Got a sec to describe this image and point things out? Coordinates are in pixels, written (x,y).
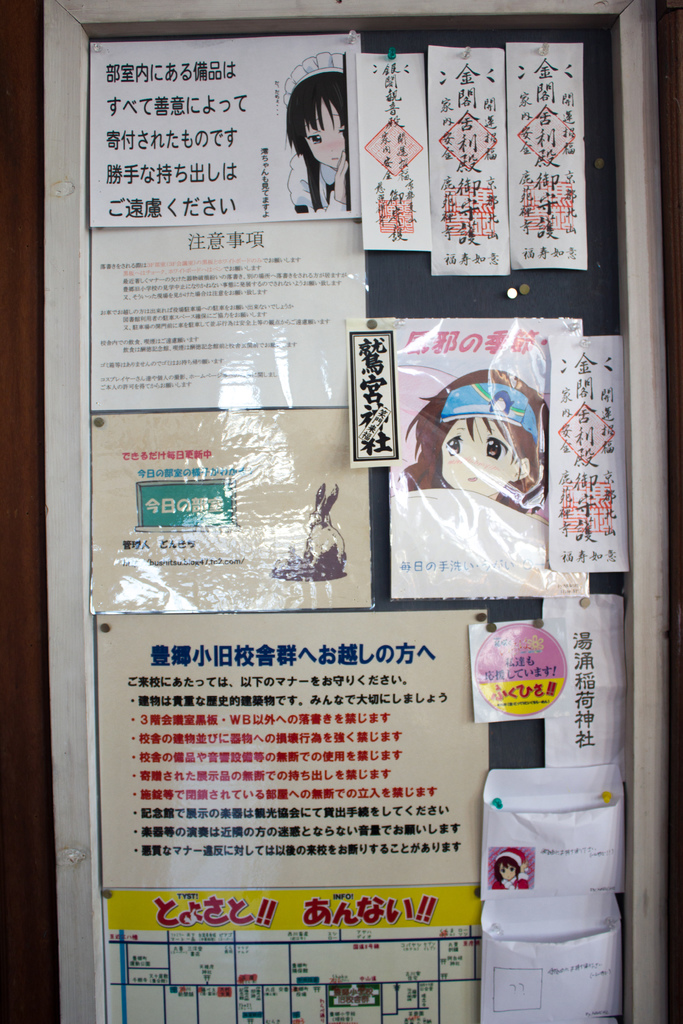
In this image there is a board (55,652) with many papers (216,475) and posters (505,573) on it. There is a text (386,716) on the papers (194,435) and there are a few images (302,205) on the posters (412,530).
